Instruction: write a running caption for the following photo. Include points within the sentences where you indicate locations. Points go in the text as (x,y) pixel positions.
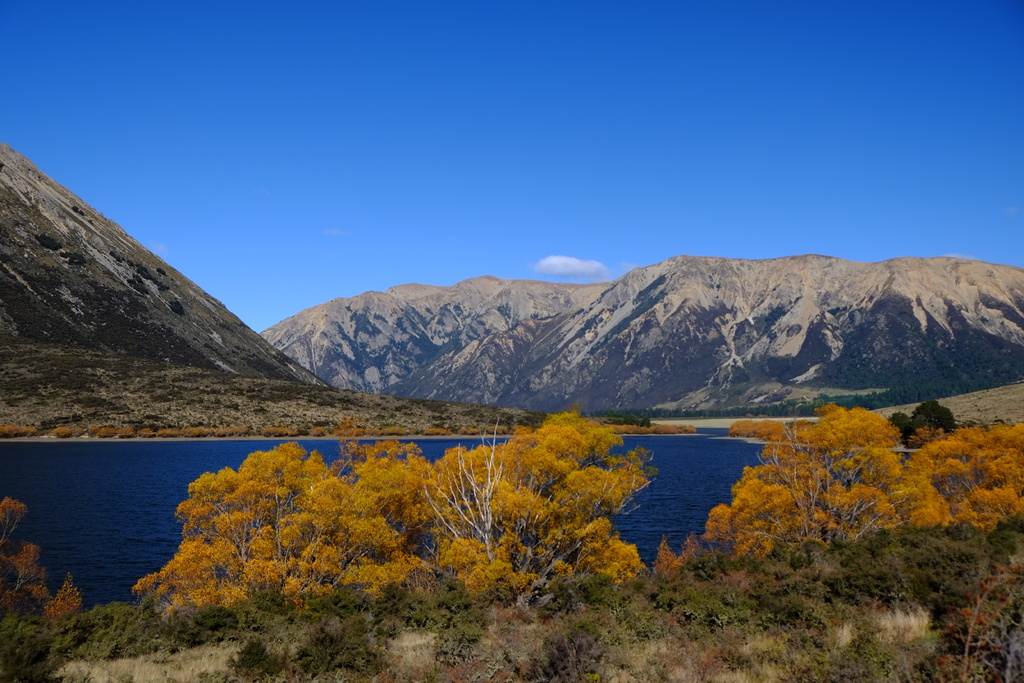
In this image we can see some trees (240,544), water (151,498), mountains (602,323) and plants (477,622), in the background (509,129), we can see the sky (398,129) with clouds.
